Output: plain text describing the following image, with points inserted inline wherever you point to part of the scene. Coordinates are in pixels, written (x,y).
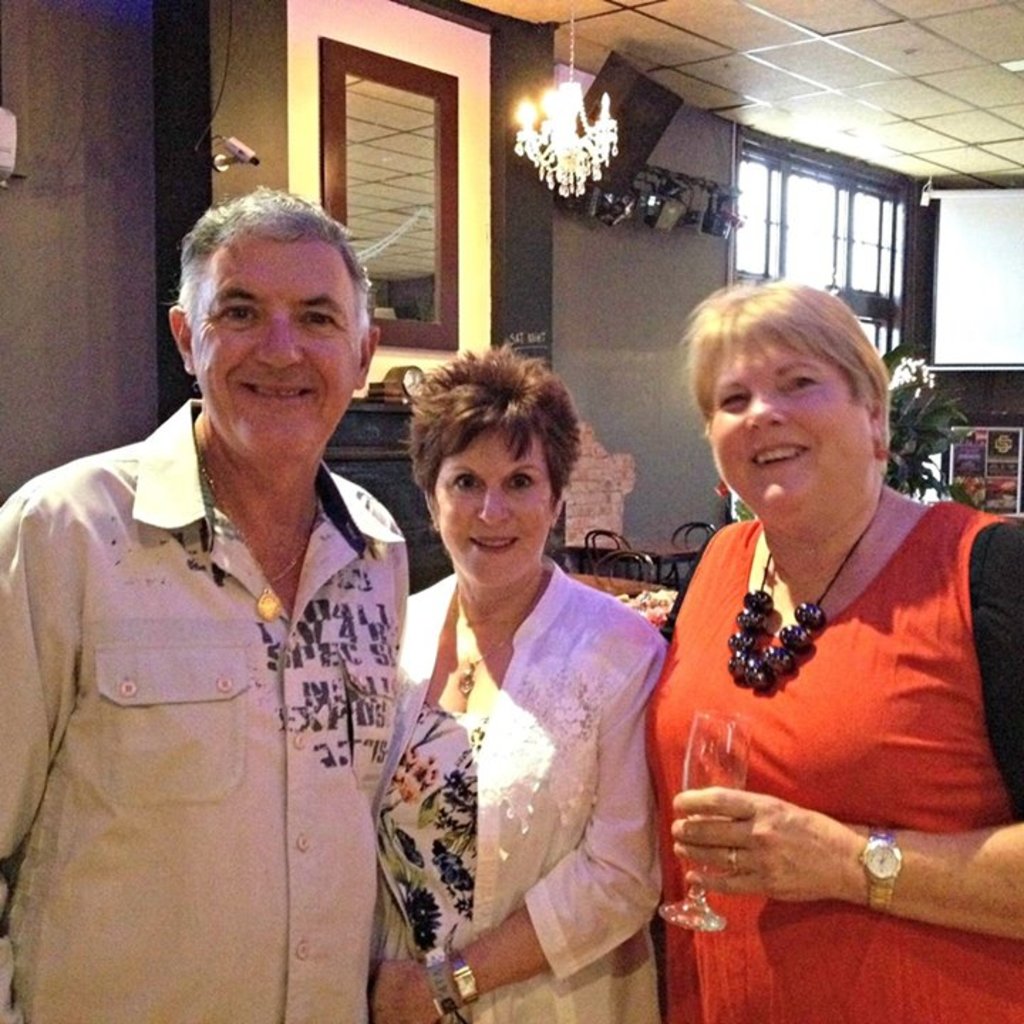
In this image I can see three people (387,785) with different color dresses (447,802). I can see one person (681,840) holding the glass (686,774). In the background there are tables (610,584) and chairs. I can see the plant (894,455) and the board (988,479). I can see the mirror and the windows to the wall (613,254). I can see the chandelier light (532,156) in the top (560,121).
